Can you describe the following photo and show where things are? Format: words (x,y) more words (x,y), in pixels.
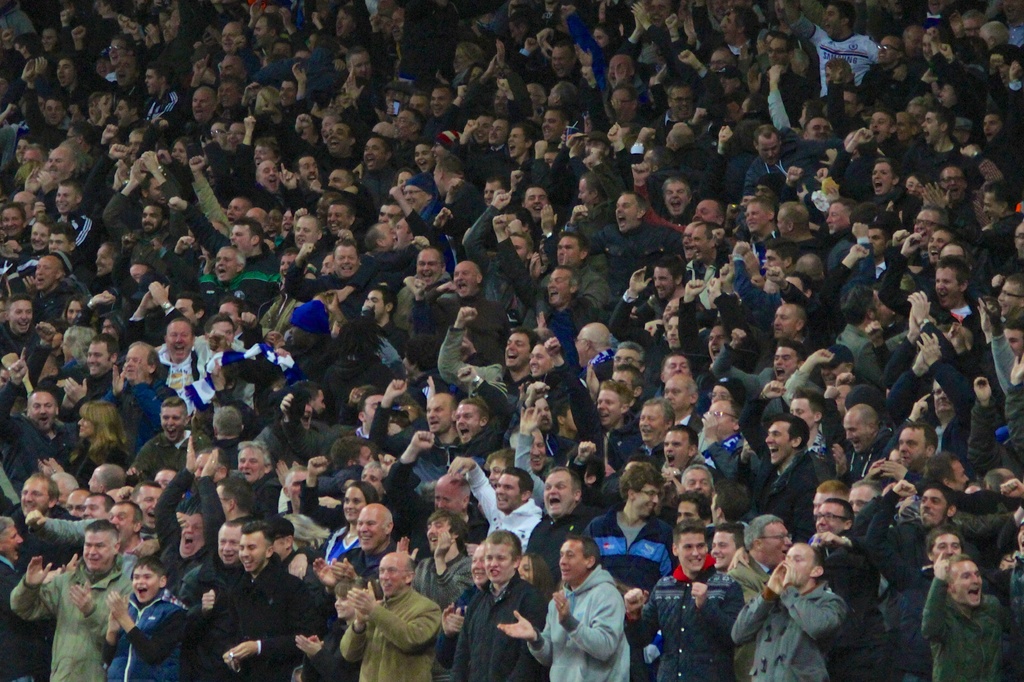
In the foreground of this image (187,462), there is the crowd (687,255) cheering.
